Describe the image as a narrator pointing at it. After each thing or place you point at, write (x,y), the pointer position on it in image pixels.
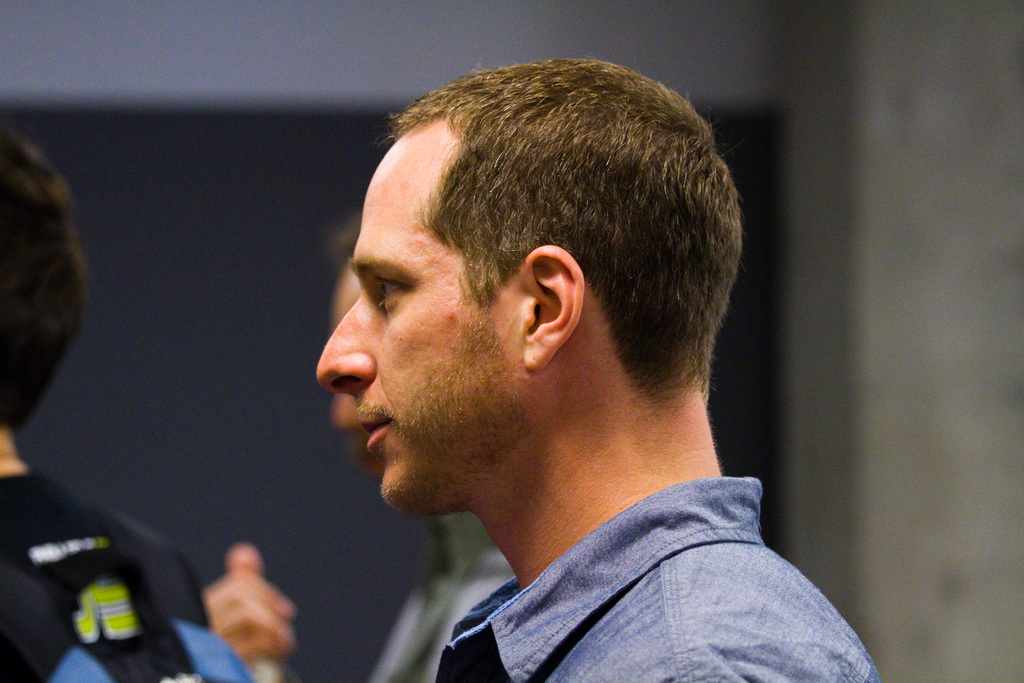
In the image there is a man (489,337) in blue shirt (582,597) standing, beside him there is another man (435,630) standing and one in the front (2,481), in the back (218,397) there is a wall (208,163).
